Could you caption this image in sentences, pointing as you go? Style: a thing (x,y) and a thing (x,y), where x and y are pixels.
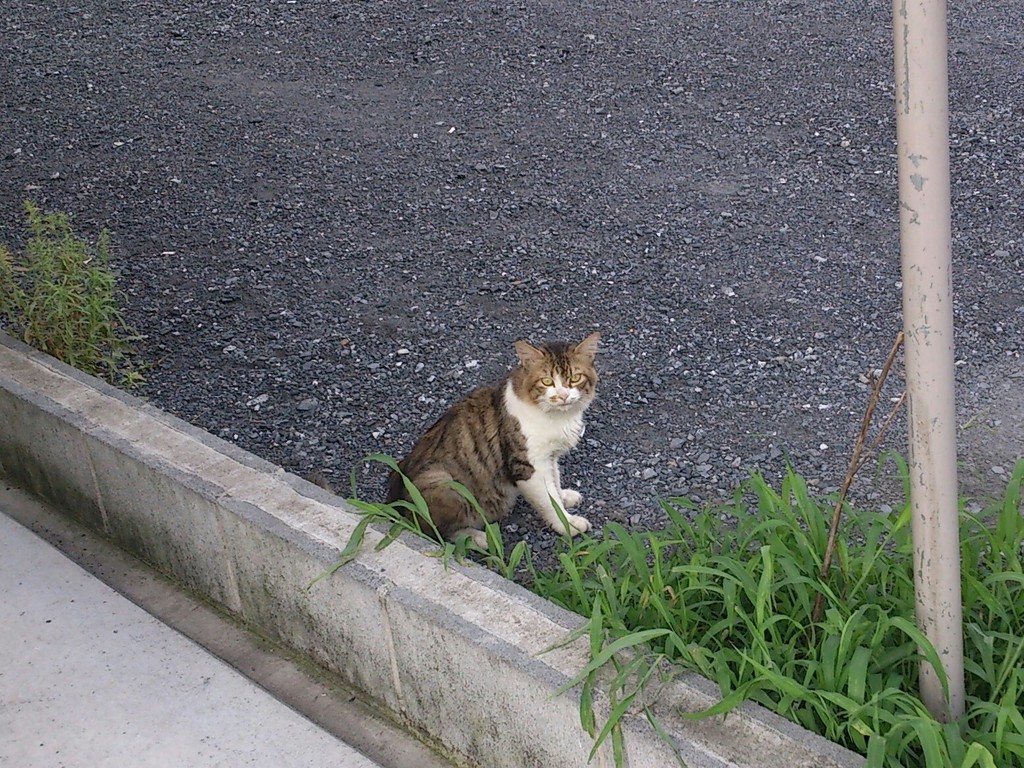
In this picture there is a cat (543,459) and there is a fence wall (525,643) in front of it and there are small plants (860,623) and a pole (924,576) beside it and there are small rocks (629,192) in the background (589,140).
